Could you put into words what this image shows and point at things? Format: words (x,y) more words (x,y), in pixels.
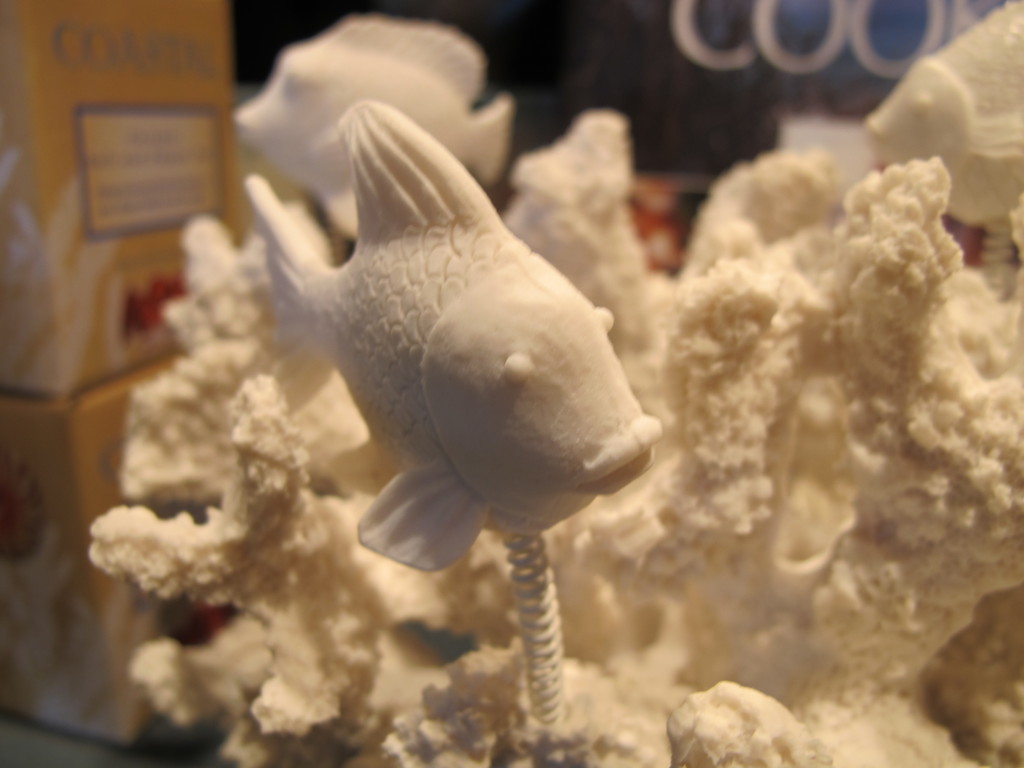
In this picture, we see a stone (432,371) which is carved in the shape of the fish. Beside that, we see boxes (63,314) in yellow color. On the boxes (50,455), we see a label (99,204) with text (115,208) written on it. In the background (599,96), it is dark.
